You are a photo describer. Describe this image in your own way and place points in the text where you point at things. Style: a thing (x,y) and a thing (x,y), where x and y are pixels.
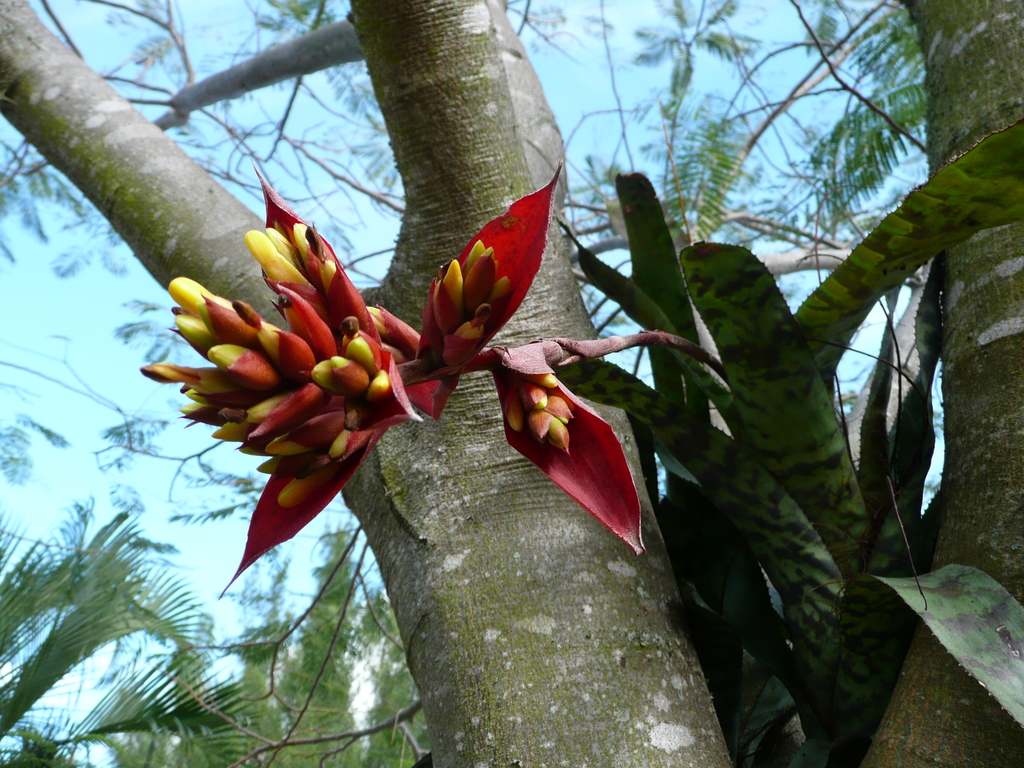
In the image we can see a tree (313,61) and a plant (765,608). There is a flower (252,391) of the plant (252,418), which is in yellow and red in color, and there is a pale blue sky (68,308).
